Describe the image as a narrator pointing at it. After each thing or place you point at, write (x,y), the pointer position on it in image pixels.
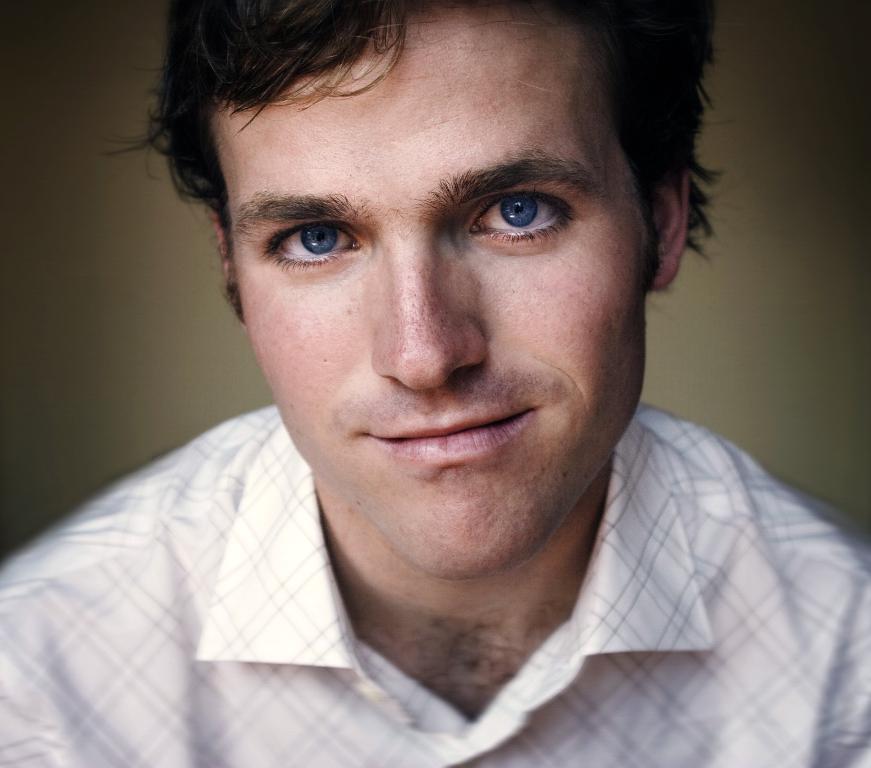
In this image in the front (375,396) there is a man (438,400) smiling.
